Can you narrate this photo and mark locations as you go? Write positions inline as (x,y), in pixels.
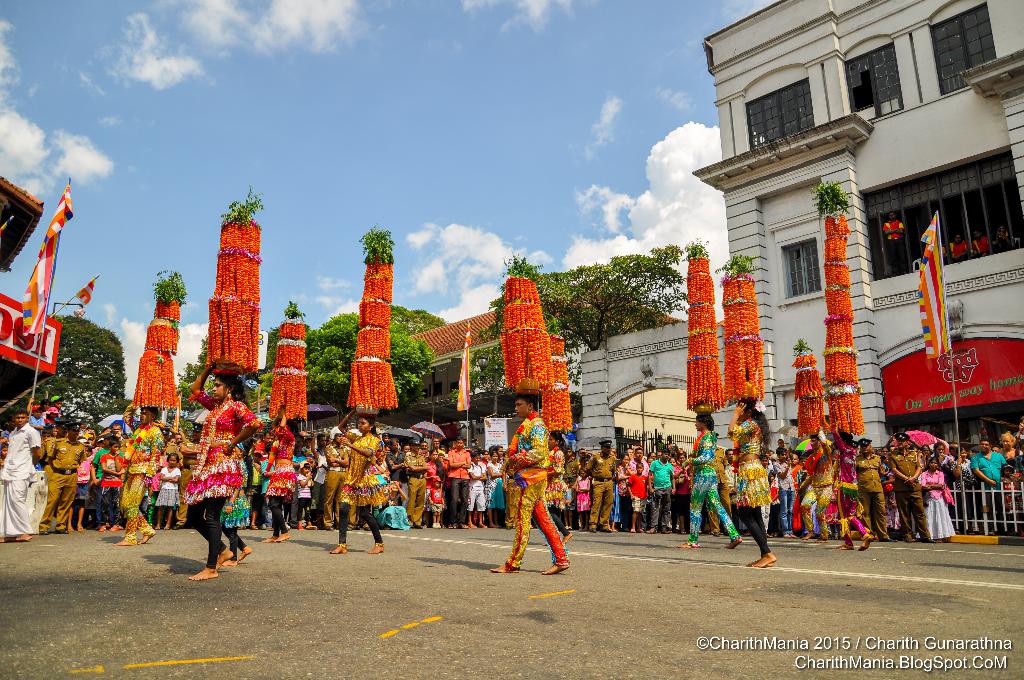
In this image I can see few people (705,432) are wearing different color costumes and holding something which is in orange and green color. Back I can see few people (419,448) standing and few are holding umbrellas (409,431). I can see few buildings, windows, flags (48,305) and trees (571,299). The sky (457,123) is in white and blue color.
